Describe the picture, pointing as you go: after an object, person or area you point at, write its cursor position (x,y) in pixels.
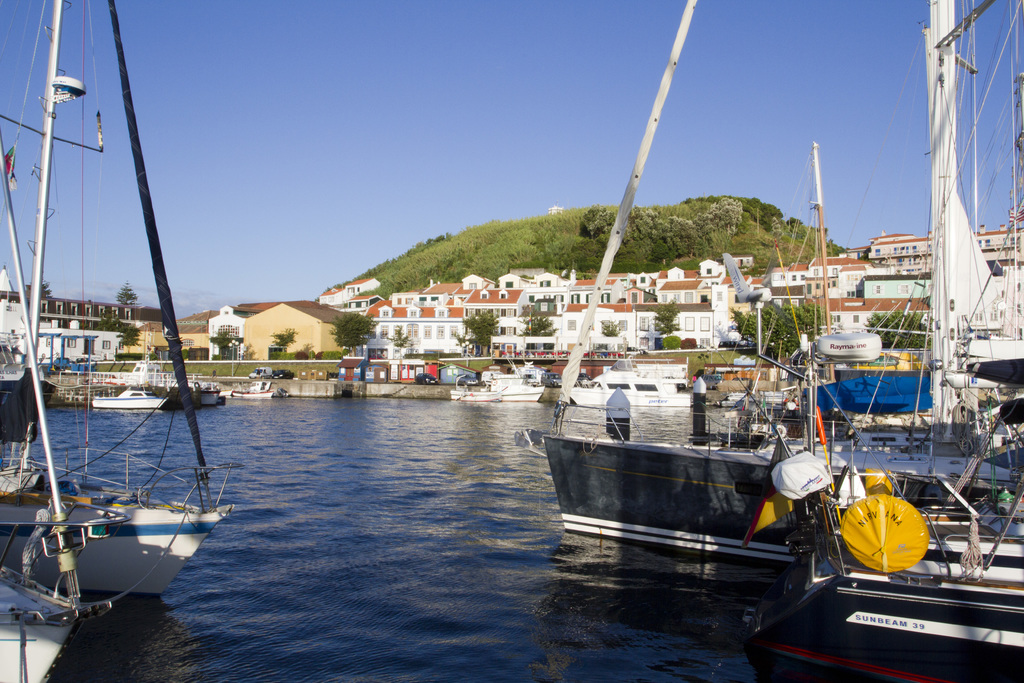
There are boats (803,441) on the water (390,610). In the background (123,339), there are trees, buildings (143,337) which are having glass windows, mountain (796,223) and there is blue sky (420,81).
